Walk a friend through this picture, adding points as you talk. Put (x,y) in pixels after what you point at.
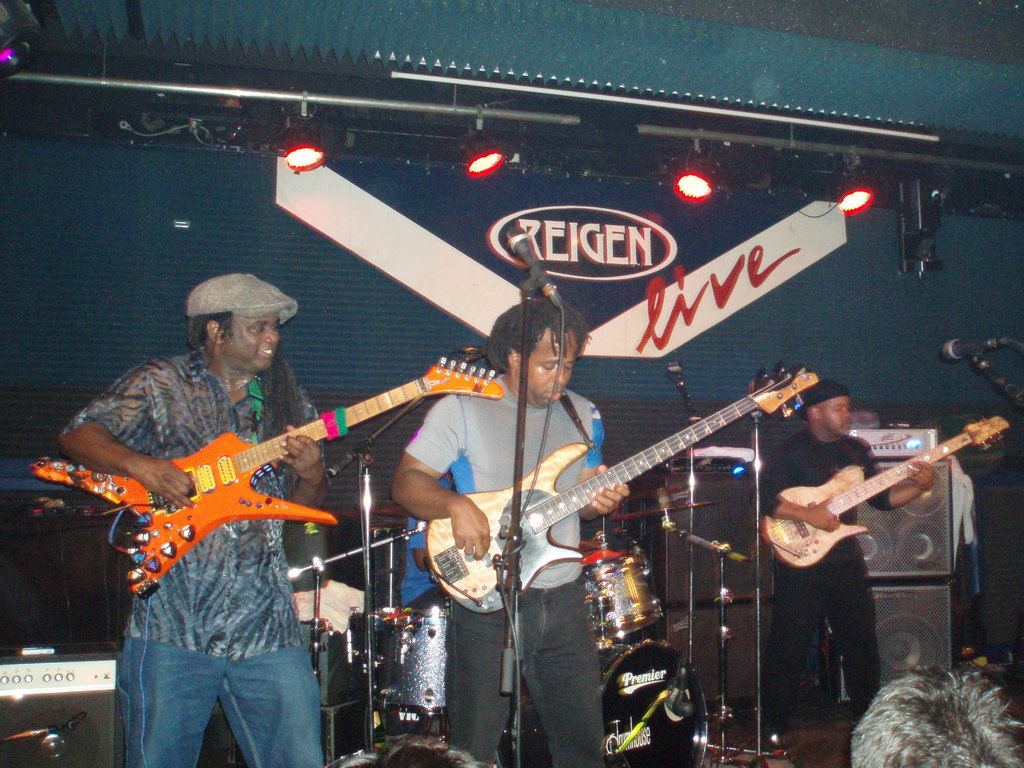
In this image, we can see three men (838,567) standing and holding guitars (773,512). We can see microphones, speakers (671,552) and some musical instruments (477,496). We can see some lights (851,207).
